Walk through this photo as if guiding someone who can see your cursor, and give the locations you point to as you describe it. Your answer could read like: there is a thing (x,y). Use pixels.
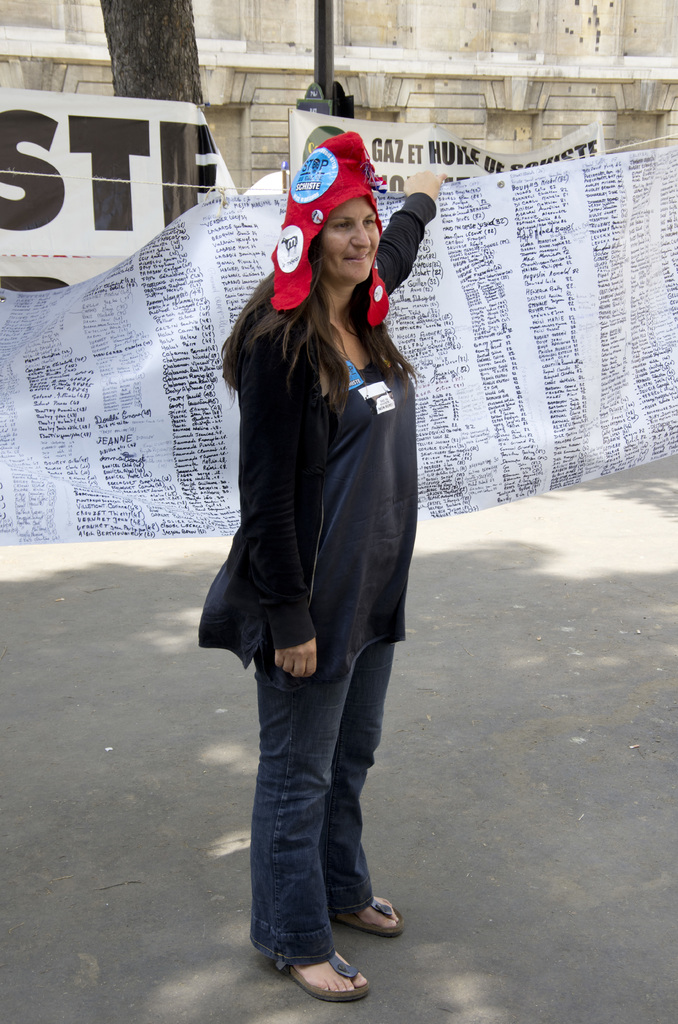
In the foreground of this image (335,604), there is a woman (314,578) standing and holding a banner (517,341). In the background (112,146), there are few banners (294,139), a tree trunk (162,62), pole (326,85) and the wall (459,61).
